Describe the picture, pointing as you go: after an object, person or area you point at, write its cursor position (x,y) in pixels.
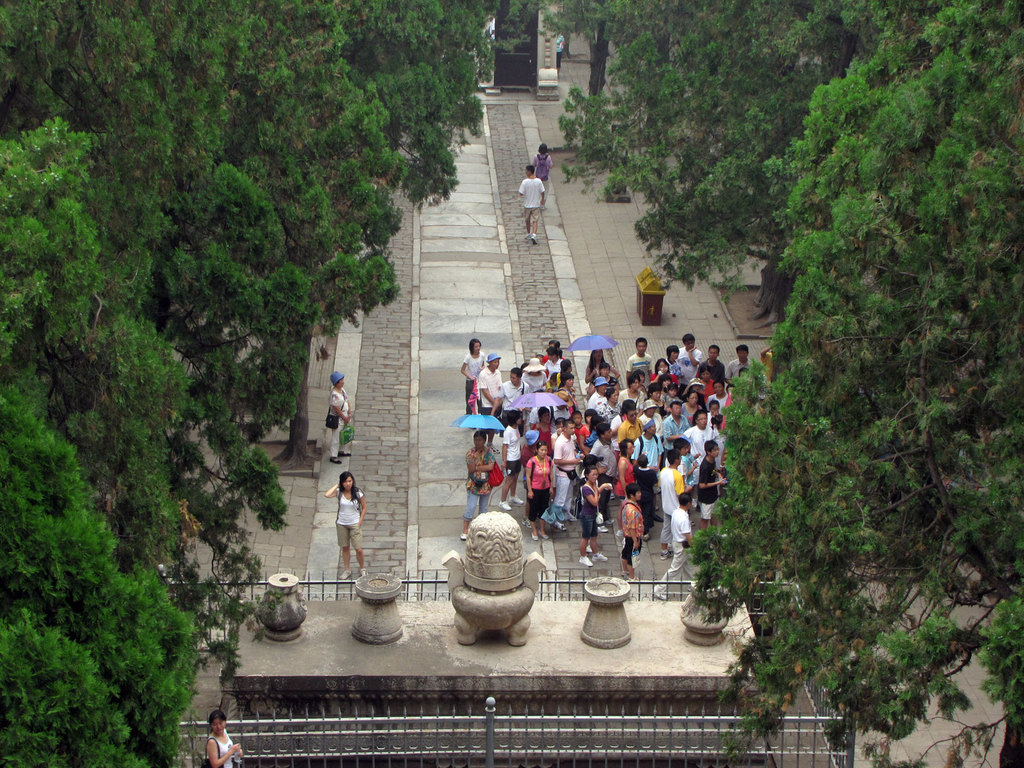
Here we can see group of people (603,529) and three of them are holding umbrellas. Here we can see a fence (628,732) and there are trees (876,34).
